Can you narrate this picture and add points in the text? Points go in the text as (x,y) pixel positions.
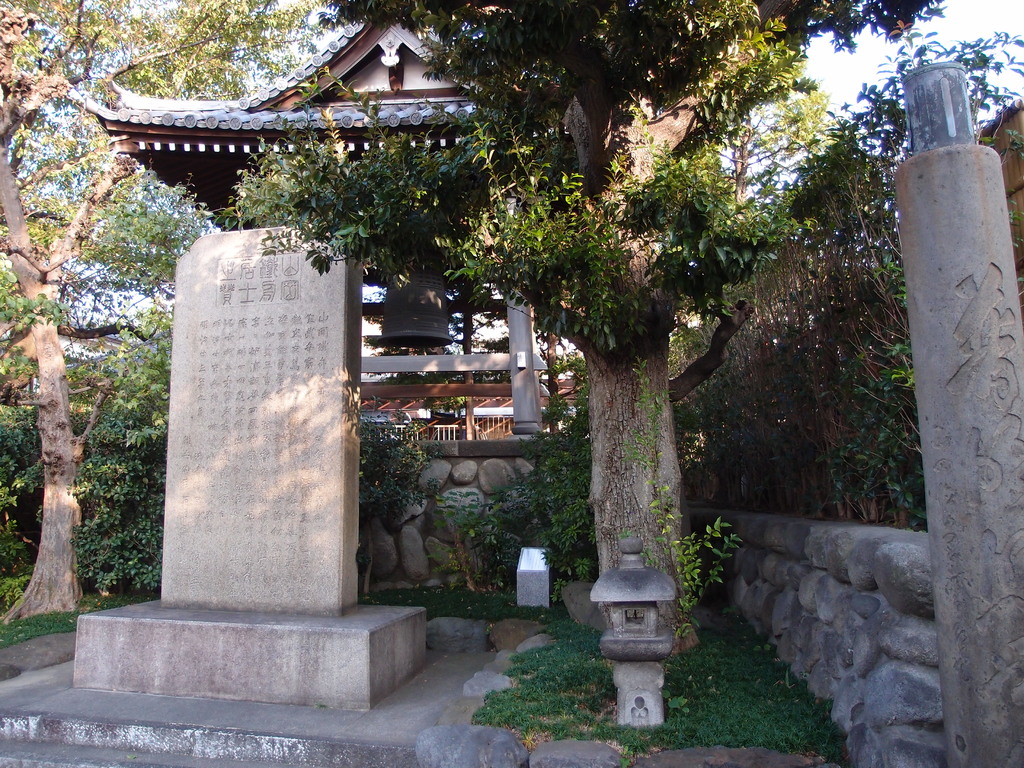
In this image we can see a stone (308,273) on which some symbols (226,296) are engraved. In the background (193,125), we can see a building (249,120), group of trees (466,263) poles (975,447) and sky (865,59).
